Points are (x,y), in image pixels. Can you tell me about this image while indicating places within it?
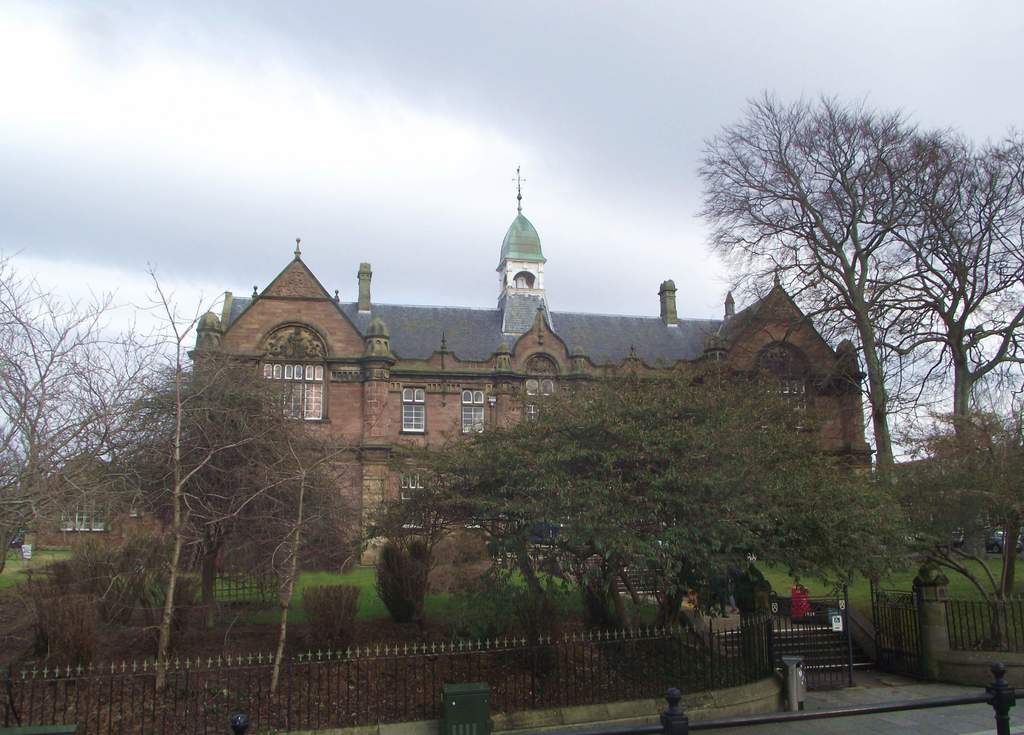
In this image, we can see some houses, stairs (792,640), the fence (175,703) and the ground (884,690) with some objects (796,705). We can also see some grass (374,612), plants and trees (885,481). We can also see some objects (995,686) at the bottom (711,724). We can also see the sky (607,196).
